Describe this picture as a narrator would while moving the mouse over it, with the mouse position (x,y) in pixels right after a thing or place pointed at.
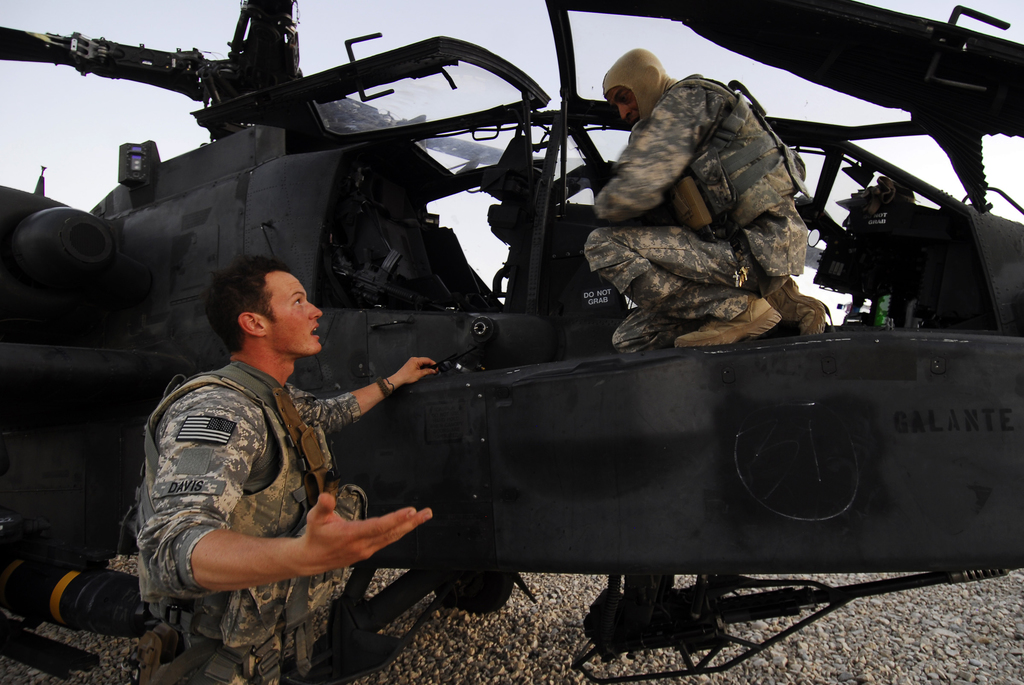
In the picture I can see two men (262,607) are wearing uniforms (262,594). Among these men (253,618) one man (302,620) is standing on the ground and other man (618,289) is on a helicopter (483,335). In the background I can see the sky (501,108).
